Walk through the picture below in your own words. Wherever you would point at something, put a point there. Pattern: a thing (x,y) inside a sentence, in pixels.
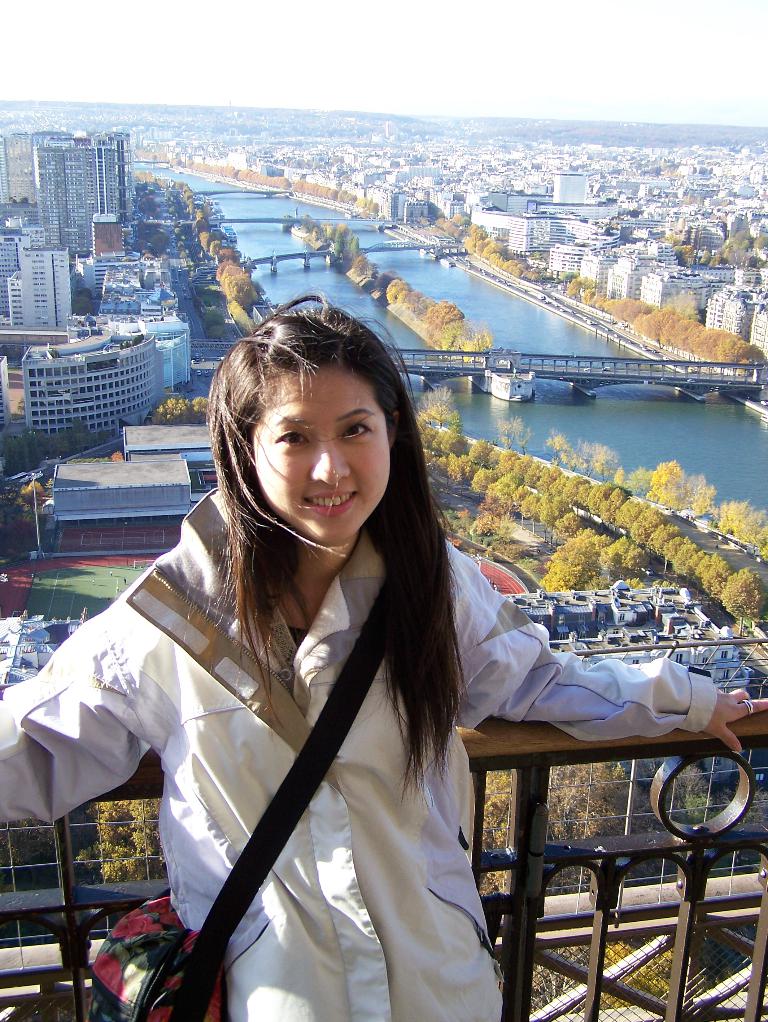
In this image there is a woman (299,735) leaning on a railing (534,765), in the background (6,283) there are buildings (377,192), trees (607,504), river (730,412), bridges (638,362) and the sky (361,85).
